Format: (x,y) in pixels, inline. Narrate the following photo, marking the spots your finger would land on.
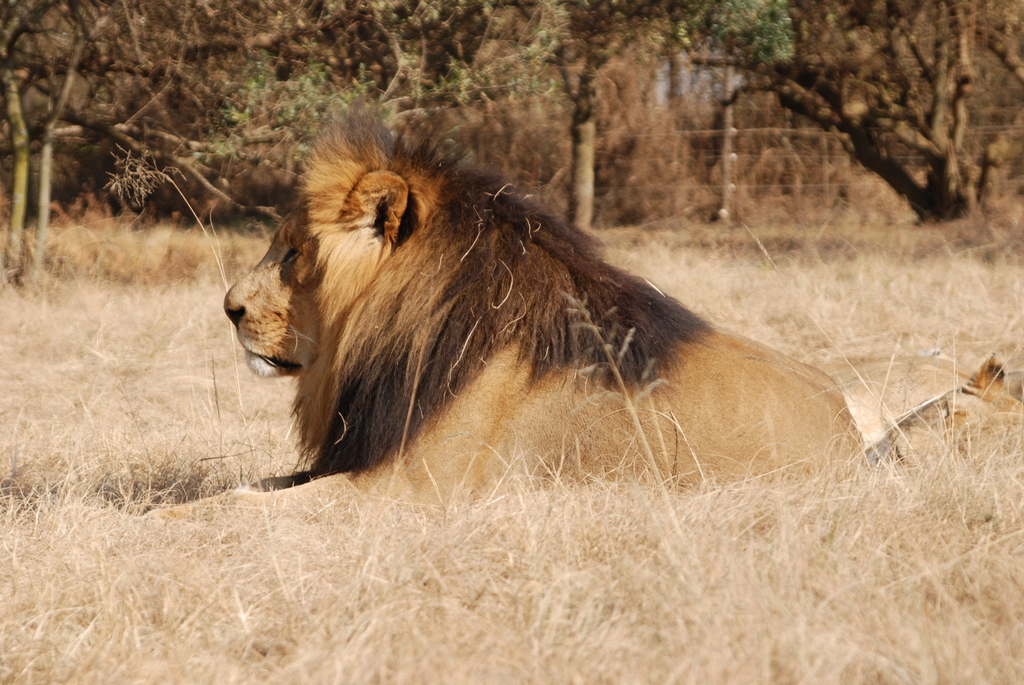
In this image, I can see the lion (556,394) sitting. This is the dried grass (677,639). In the background (939,141), I can see the trees (995,135).
